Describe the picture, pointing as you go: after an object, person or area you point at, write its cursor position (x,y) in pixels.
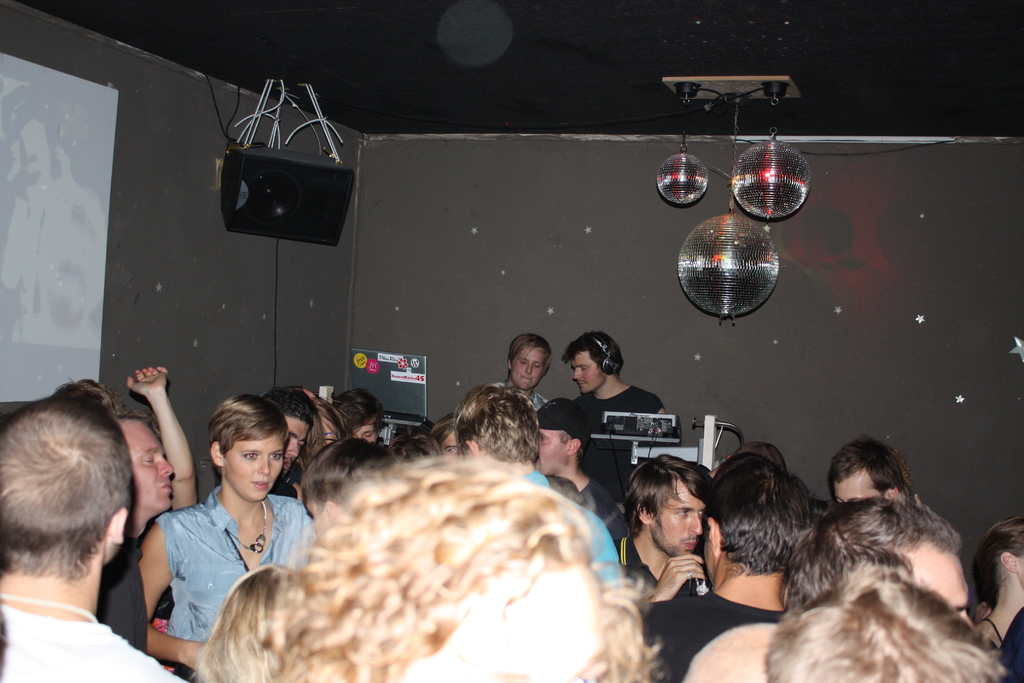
In the center of the image (594,377), we can see a man (610,369) wearing headset (607,348) and there are some musical instruments (639,415). In the background (702,285), we can see many people (592,557) and lights (777,197) are present. At the top (472,108), there is roof (472,108).
